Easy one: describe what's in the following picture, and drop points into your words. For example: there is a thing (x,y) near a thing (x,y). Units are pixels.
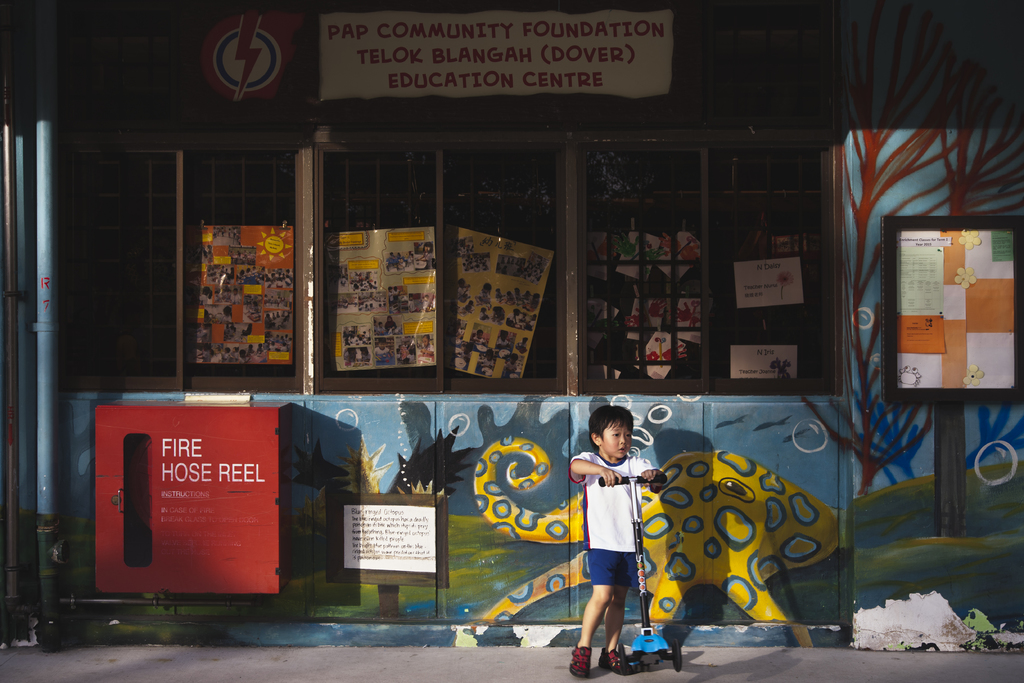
In the center of the image (594,420), we can see a boy (624,569) holding skating wheel (647,606) and in the background (395,254), we can see a building (610,326) and some boards (894,289) which are placed on the wall (810,402). At the bottom (360,658), there is road (201,650).
